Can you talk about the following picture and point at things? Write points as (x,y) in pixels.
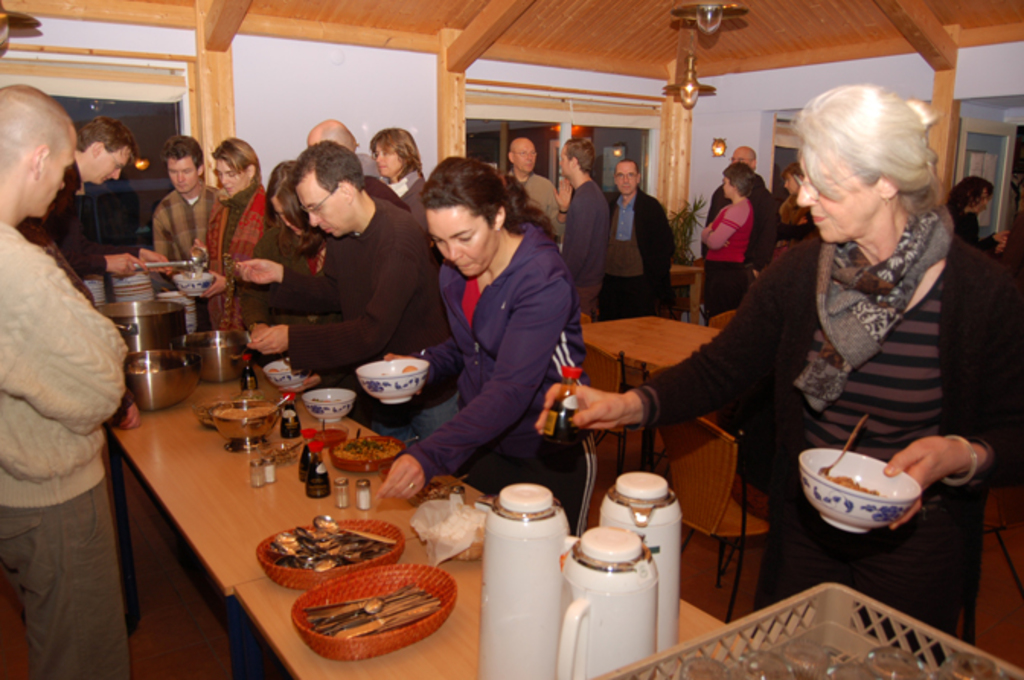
This picture shows few people (488,200) standing and they are holding bowls (373,379) in their hands (282,340) and woman (933,450) holding bowl (899,490) with one hand (942,459) and bottle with another hand (614,423) and we see food (261,415) in the vessels (212,408) with forks (324,627) and we see few thermos flasks (667,595) and glasses (820,660) in the basket (838,649) on the table (339,667) and we see couple of men (69,214) standing and serving and we see a plant (677,246) to the corner of the room (678,95) and few lights (693,62) to the roof (685,39) and we see chairs (681,478) and another table (671,327).
